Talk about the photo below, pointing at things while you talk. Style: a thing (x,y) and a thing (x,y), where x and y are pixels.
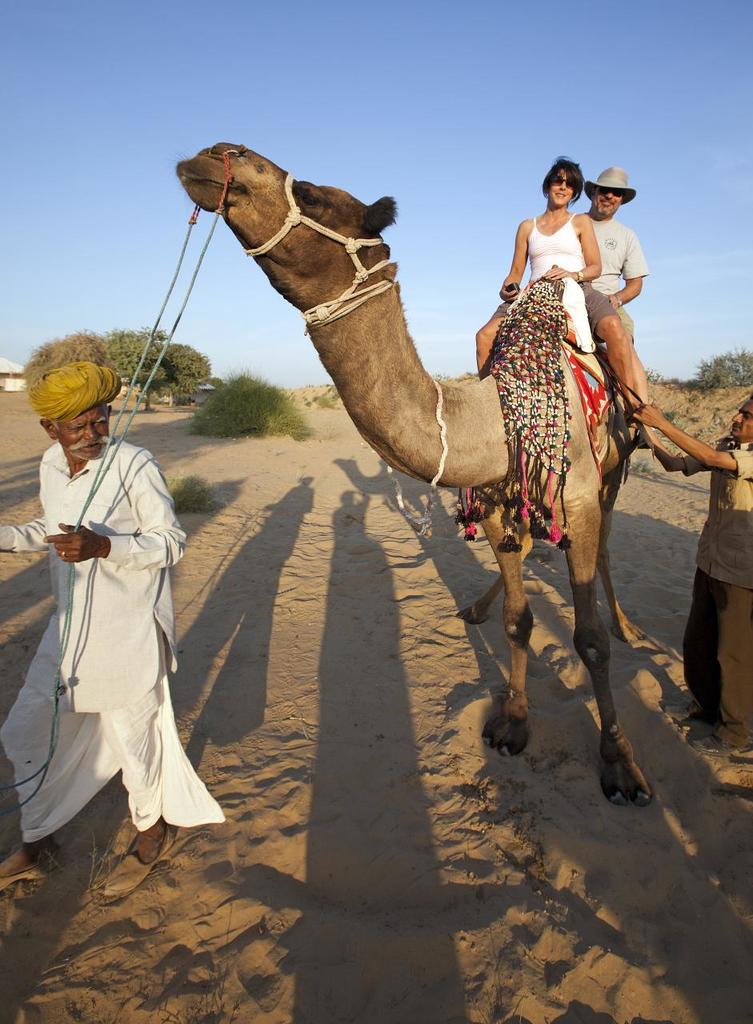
In this picture there is a camel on the right side of the image (579,264), on which there are people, there are men (101,754) on the right (745,635) and left side of the image (192,815) and there are trees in the background area of the image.
